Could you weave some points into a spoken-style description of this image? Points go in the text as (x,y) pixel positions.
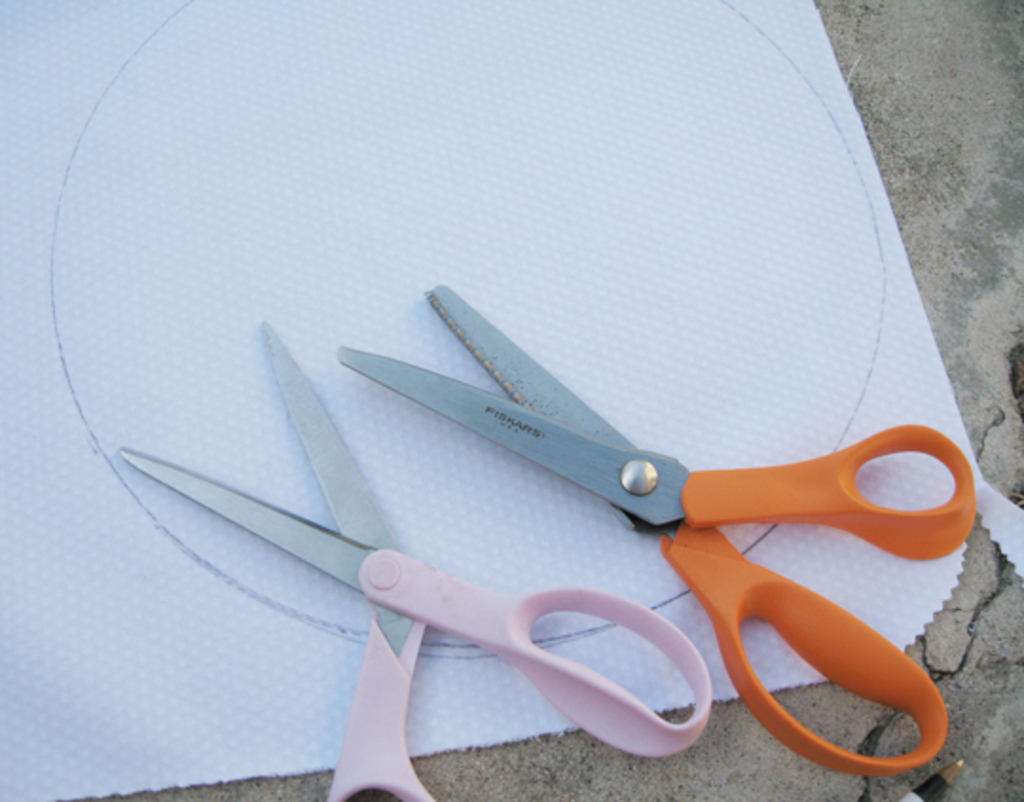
In this picture I can observe two scissors (390,620) placed on the paper (197,233). These scissors (543,378) are in pink and orange colors.
